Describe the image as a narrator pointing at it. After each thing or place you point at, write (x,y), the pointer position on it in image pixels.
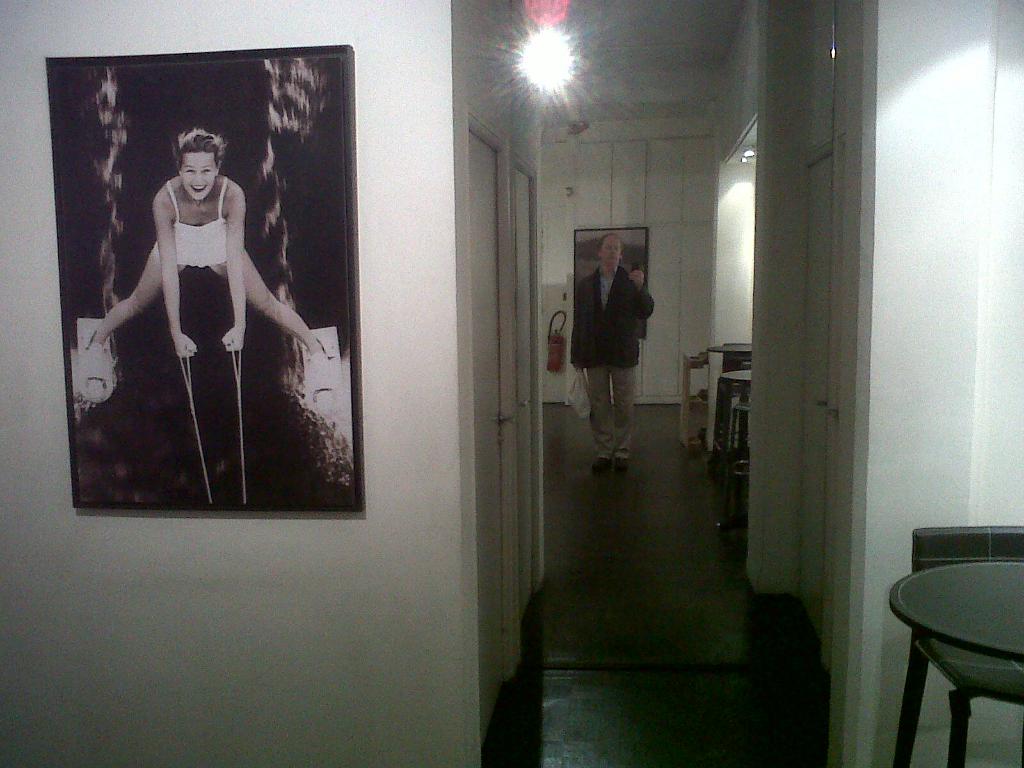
In this picture I can see there is a man (636,358) standing here and there is a wall (296,608) here on the left (89,608) and there is a photo frame (263,317) on the wall (238,519) and there are some doors (492,290) here on the left side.
